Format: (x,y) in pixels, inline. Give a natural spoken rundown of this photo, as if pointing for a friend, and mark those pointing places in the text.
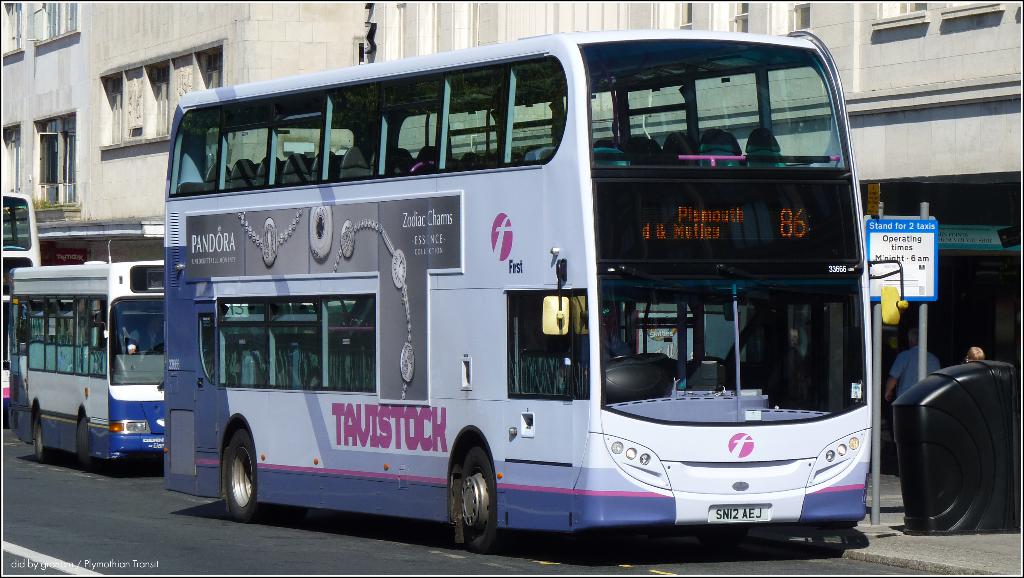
Here in this picture we can see buses (285,362) present on the road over there and beside that we can see buildings (59,15) present and we can see windows (63,127) present on it over there and we can also see sign boards (912,255) present here and there and we can also see people (931,361) standing here and there.
